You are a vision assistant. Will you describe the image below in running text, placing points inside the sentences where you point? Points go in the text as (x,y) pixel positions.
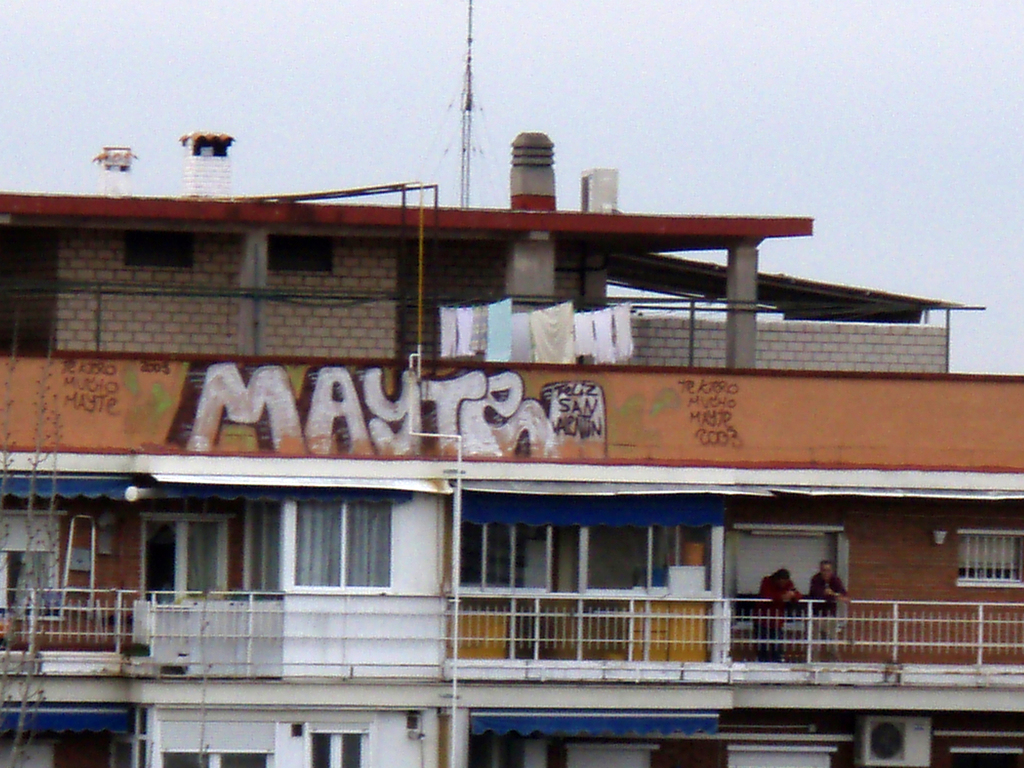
In this image, we can see building (596,581), walls (861,514), windows (586,577), railings (299,599), rods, curtains (377,578), clothes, pillars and people (780,633). Here we can see some text (495,428) on the wall (641,409). Background (951,200) we can see the sky (452,113) and pole (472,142).
